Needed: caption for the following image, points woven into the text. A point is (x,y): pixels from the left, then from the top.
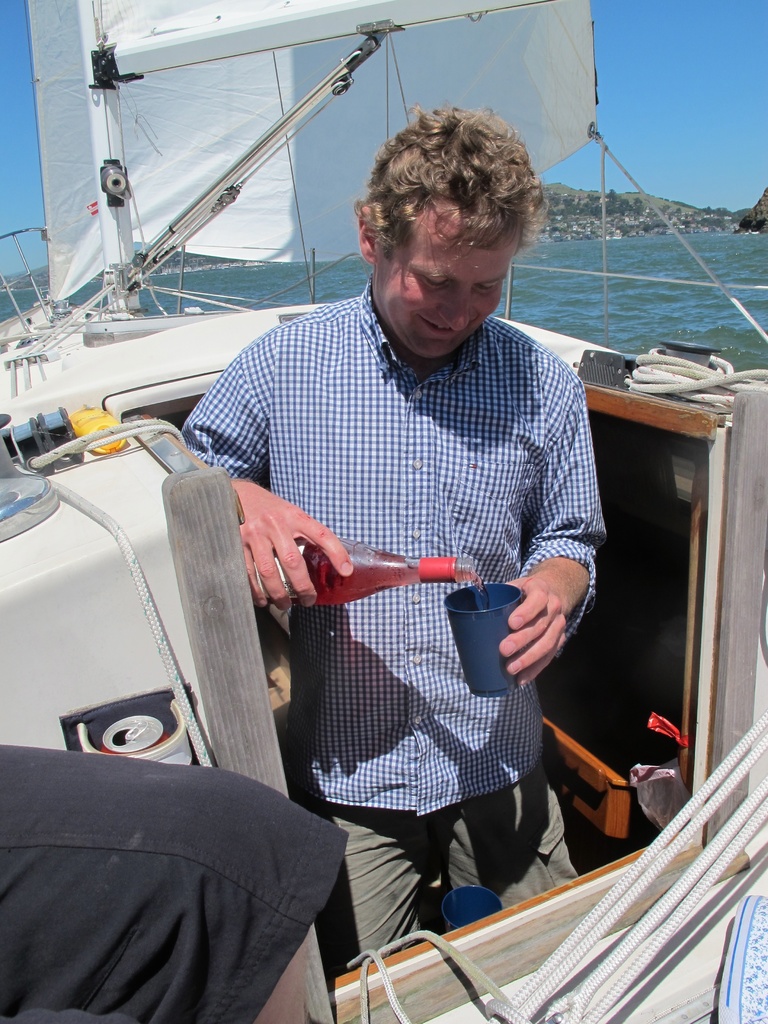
There is a man (378,534) standing is holding a bottle (387,583) and a cup (474,611). There are ropes (651,926). And it is a boat (130,455). Also there is a cloth (175,136). In the background (596,289) there is water (621,254), hill (626,202) and sky (669,121).
